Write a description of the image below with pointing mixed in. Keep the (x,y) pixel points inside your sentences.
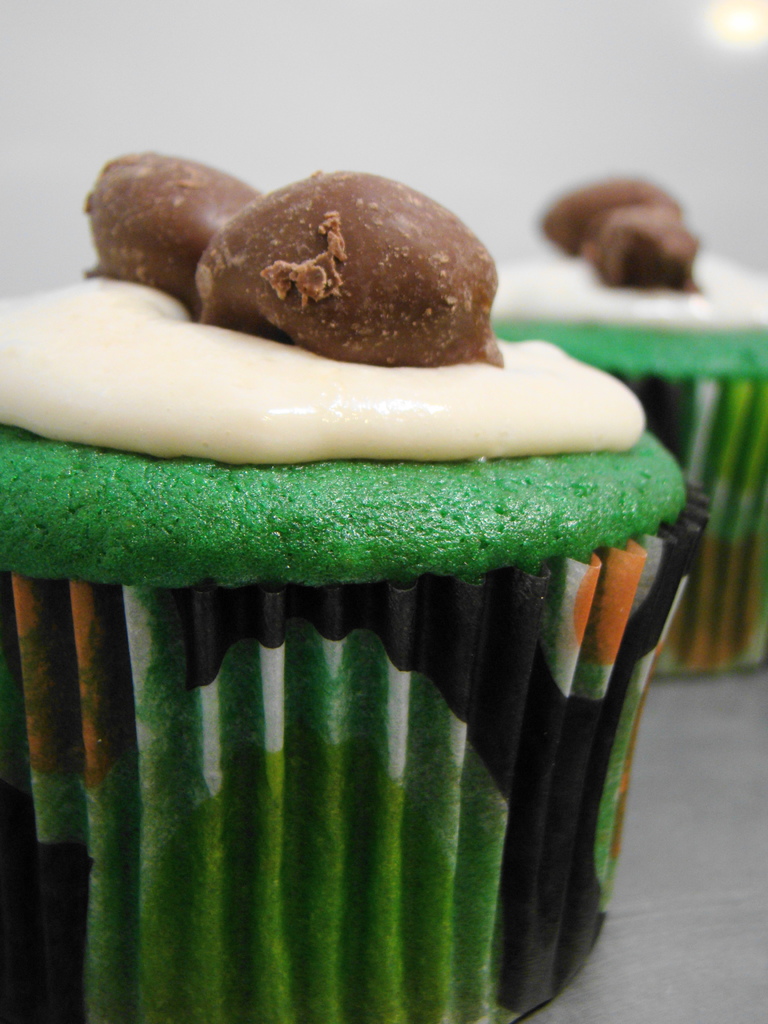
In the picture I can see the cupcakes (552,468).
